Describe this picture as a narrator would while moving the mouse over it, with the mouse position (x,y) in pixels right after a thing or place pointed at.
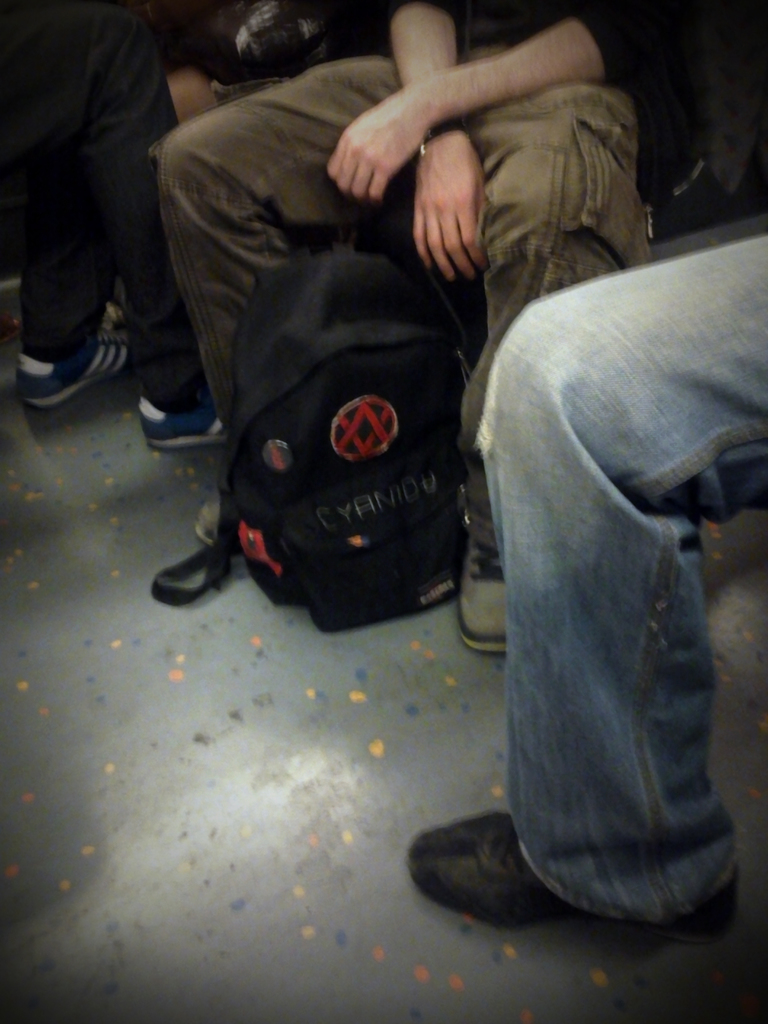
In this picture we can see two people (346,73) sitting and a person (47,253) is sitting. We can see a bag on the floor (103,945).
